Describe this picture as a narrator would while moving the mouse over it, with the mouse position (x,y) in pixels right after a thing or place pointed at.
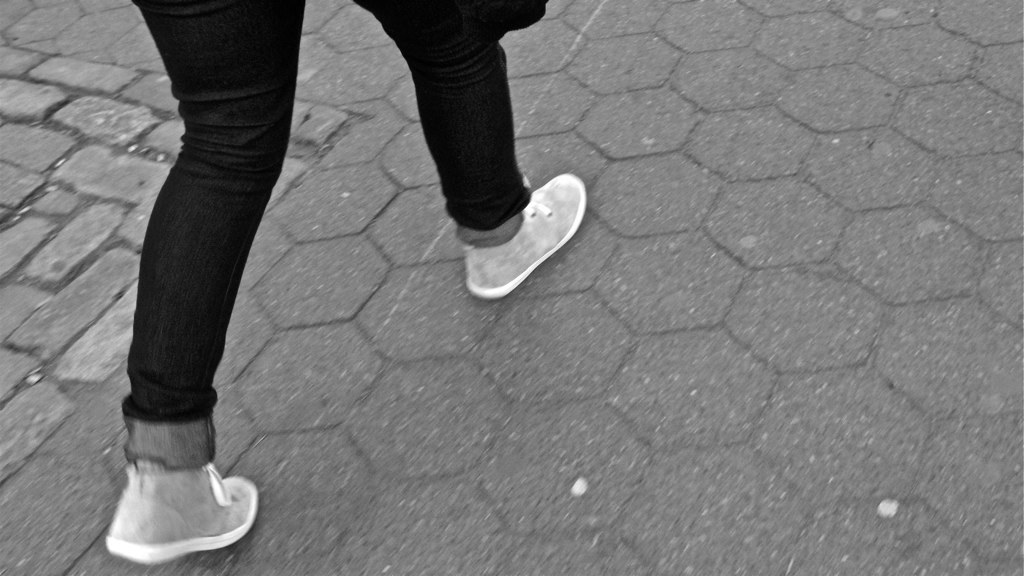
This is a black and white image. In this image we can see legs (282,140) of a person (186,504) with shoes (186,504) on the ground (591,475).
